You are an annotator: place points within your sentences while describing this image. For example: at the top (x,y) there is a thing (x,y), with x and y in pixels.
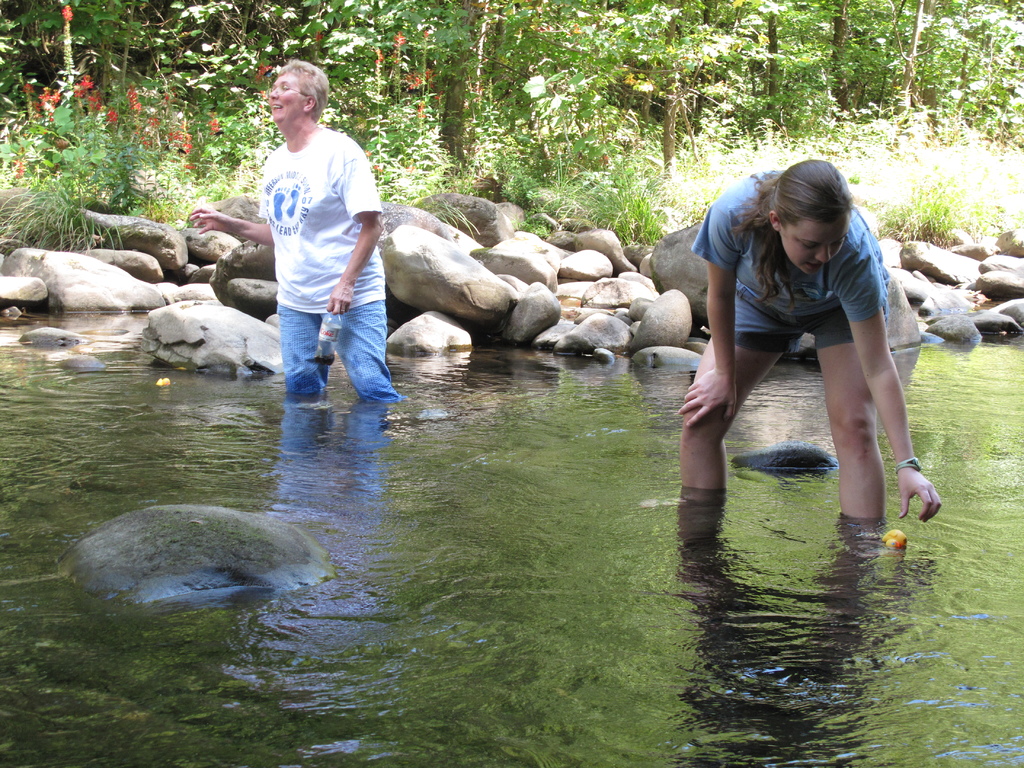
In this picture we can observe two women (347,287) standing in the water (383,465). Behind them there are some stones (541,284). We can observe some plants (550,182). In the background (332,54) there are trees (462,55).
